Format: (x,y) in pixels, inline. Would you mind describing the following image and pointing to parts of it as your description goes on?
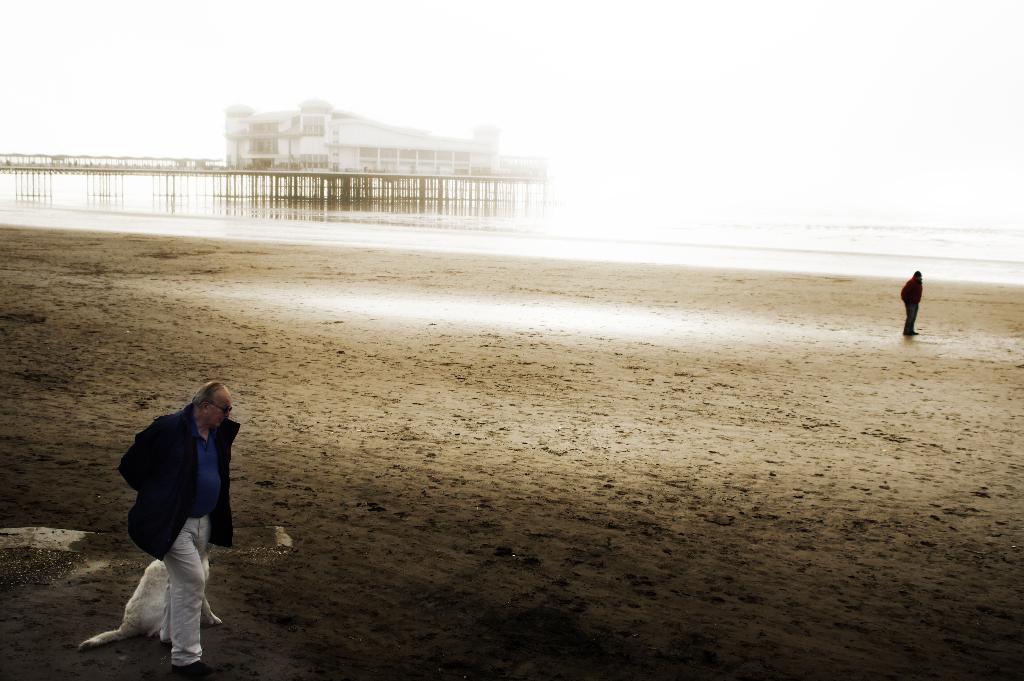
In this image, on the left (183,539) there is a man (184,517), behind him there is a dog (135,622). On the right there is a person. In the middle (473,241) there is a bridge (392,172), house (335,134), water (527,226) and sand (537,368).
